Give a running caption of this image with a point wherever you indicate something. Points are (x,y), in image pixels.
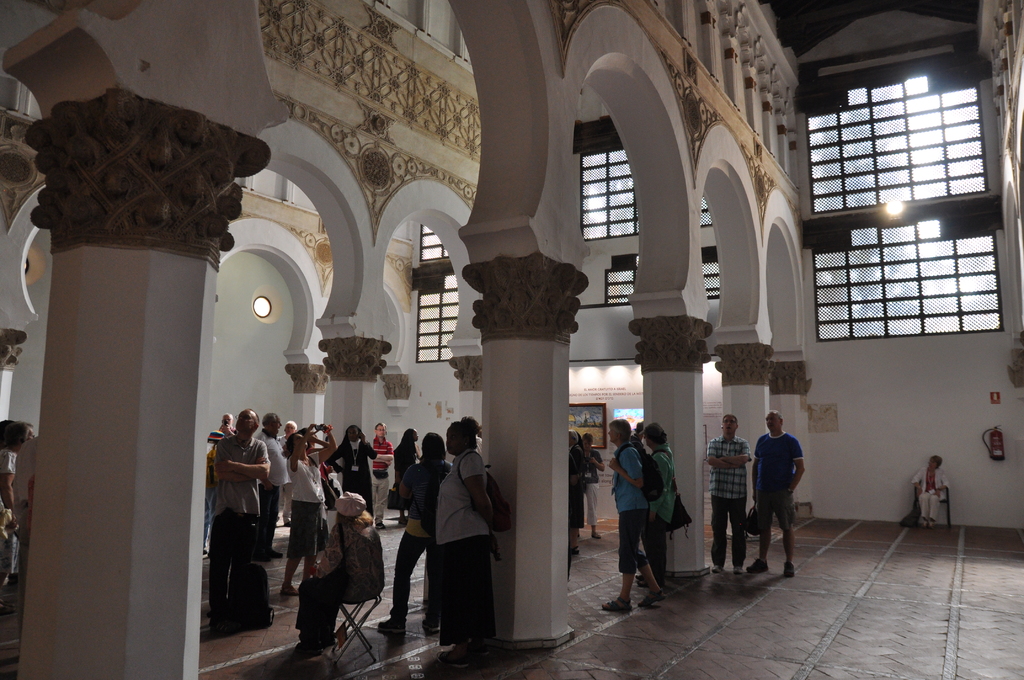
In this picture we can see a group of people (372,489) standing on the floor (900,574) where some are sitting on chairs (340,615), pillars (543,443), frames (599,409), fire extinguisher (984,435) and in the background (901,176) we can see windows (885,243).
